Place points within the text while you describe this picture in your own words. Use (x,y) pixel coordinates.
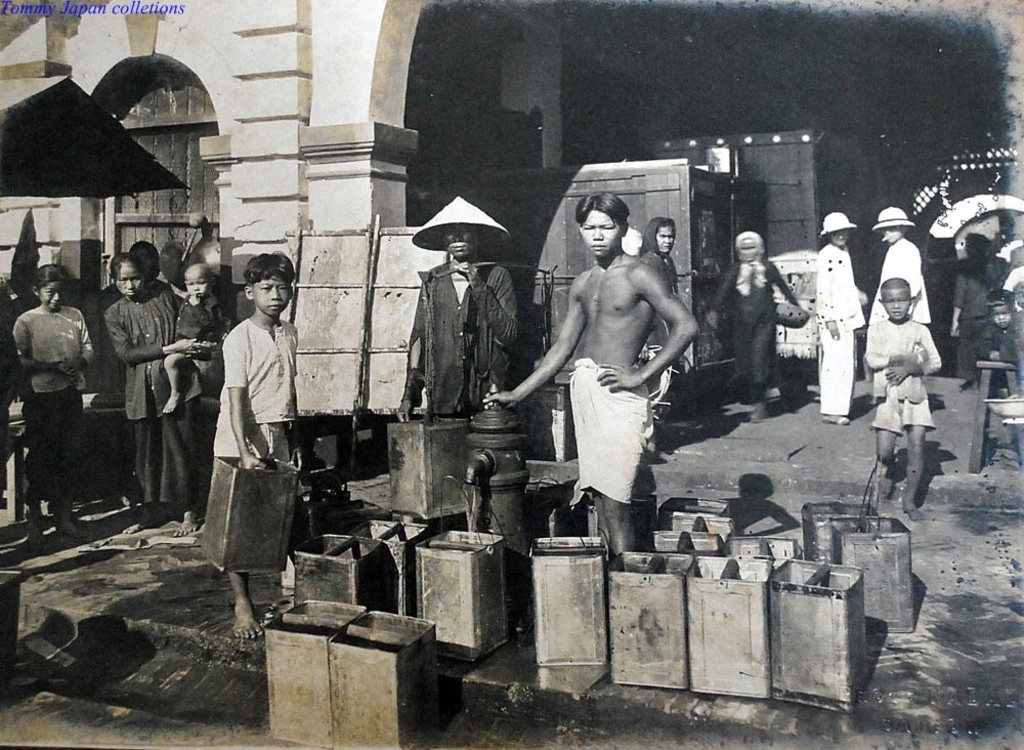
This is a black and white picture. In this picture we can see the people (155,438). We can see the containers (542,564), pump (517,494), water (473,493), wooden door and objects (18,417). In this picture we can see a man (459,258) wearing a hat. We can see the containers (432,461) are tied to the stick (437,273) with the help of ropes (429,350). In the top left corner of the picture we can see there is something written. We can see a man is holding a container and a man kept his hand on a pump (511,429).
